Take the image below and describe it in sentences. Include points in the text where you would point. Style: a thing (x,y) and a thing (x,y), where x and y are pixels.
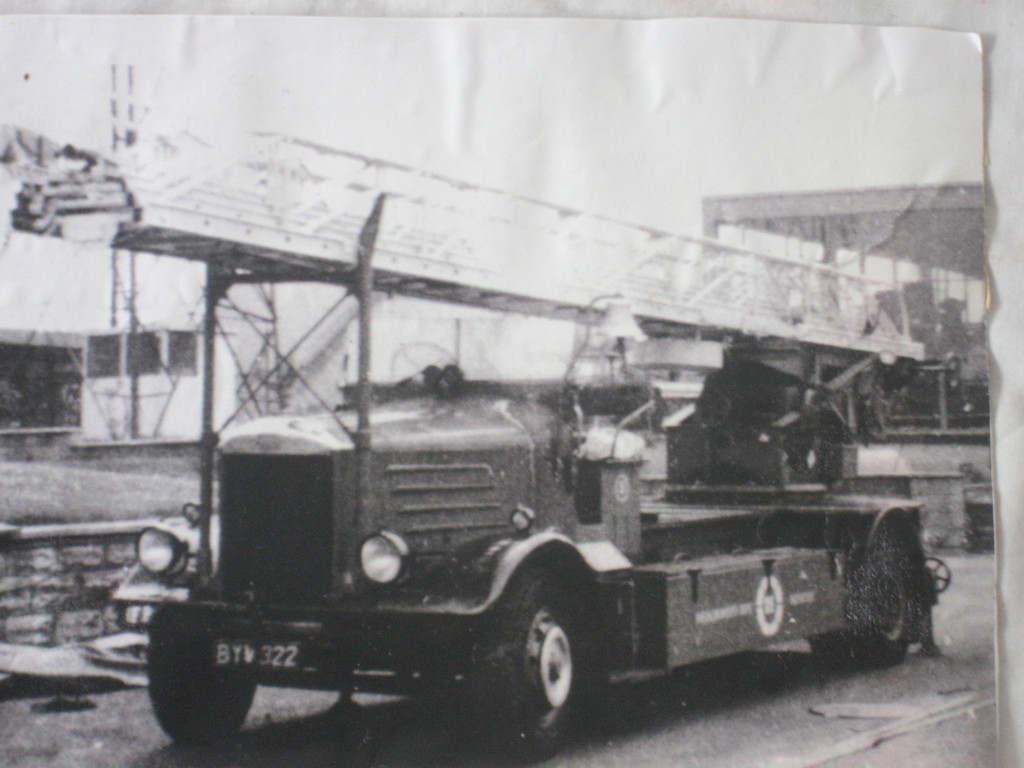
In this image we can see a black and white photography. In the photograph we can see the pictures of motor vehicle (505,466), iron grills (404,247), ground (70,500) and sky (527,125).
